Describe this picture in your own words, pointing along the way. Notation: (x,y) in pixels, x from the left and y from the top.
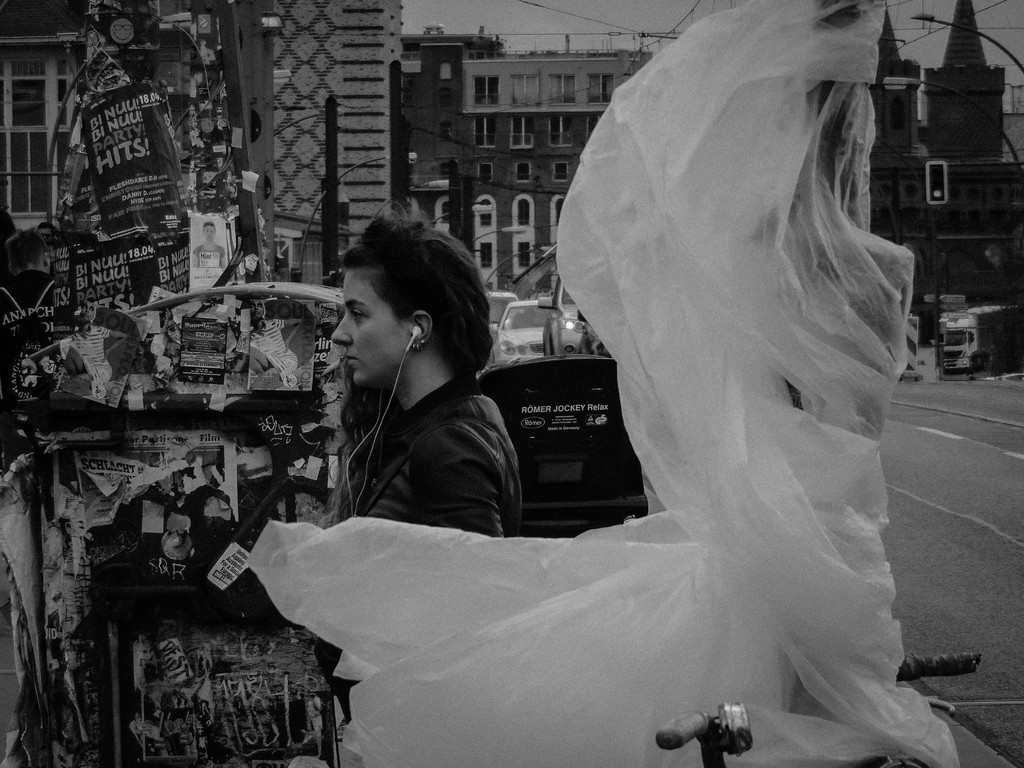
It looks like a black and white picture. We can see a woman (368,405) and on the right side of the woman (427,409) there is a cover (782,400) and behind the women (434,469) there are buildings (482,131), poles (398,144) and a sky (552,30).
